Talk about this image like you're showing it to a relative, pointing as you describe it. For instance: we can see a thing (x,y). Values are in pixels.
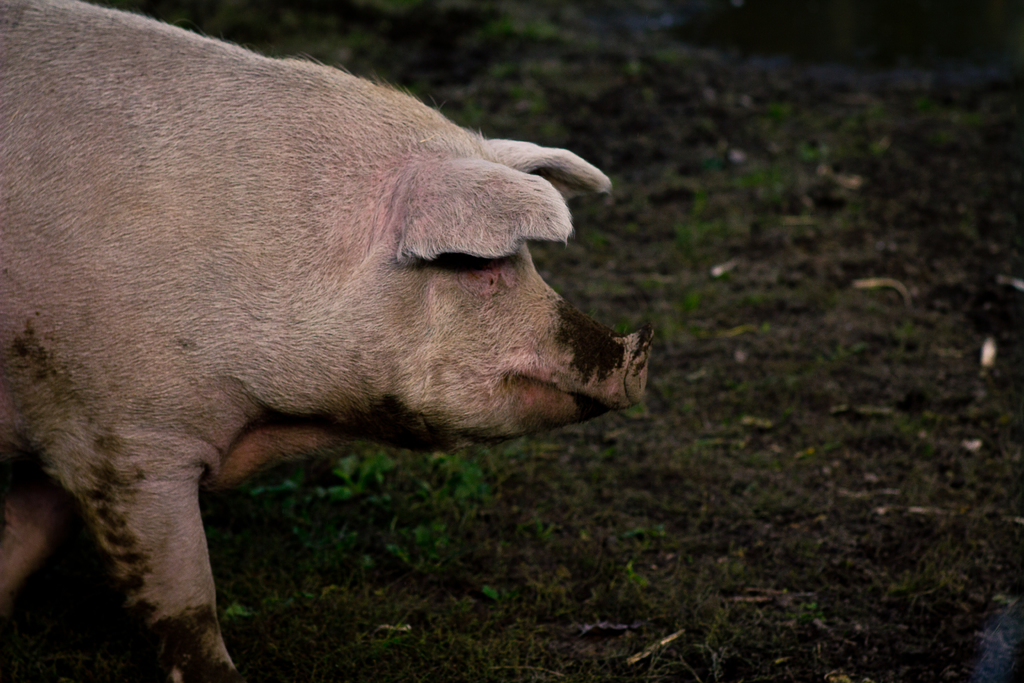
In this image we can see a pig (337,378) standing on the ground (569,433).
